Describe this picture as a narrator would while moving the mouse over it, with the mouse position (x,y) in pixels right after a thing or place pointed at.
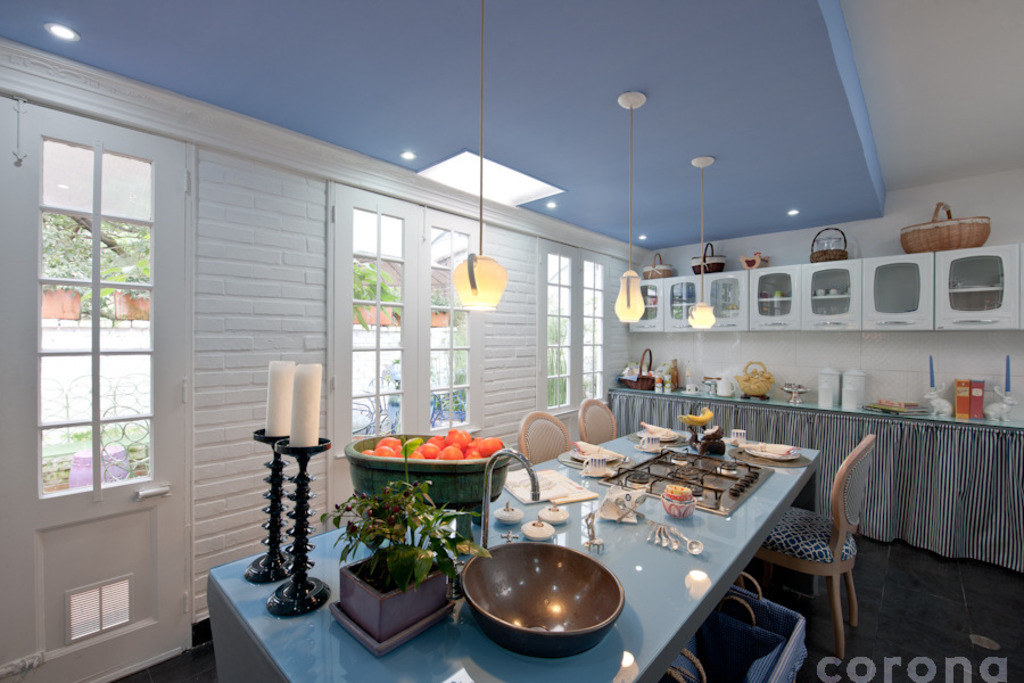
In this Image I see few chairs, tables (590,681) on which there are lot of things (391,631), cabinets (918,270), windows (354,355) and a door (23,334). I can also see the lights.
